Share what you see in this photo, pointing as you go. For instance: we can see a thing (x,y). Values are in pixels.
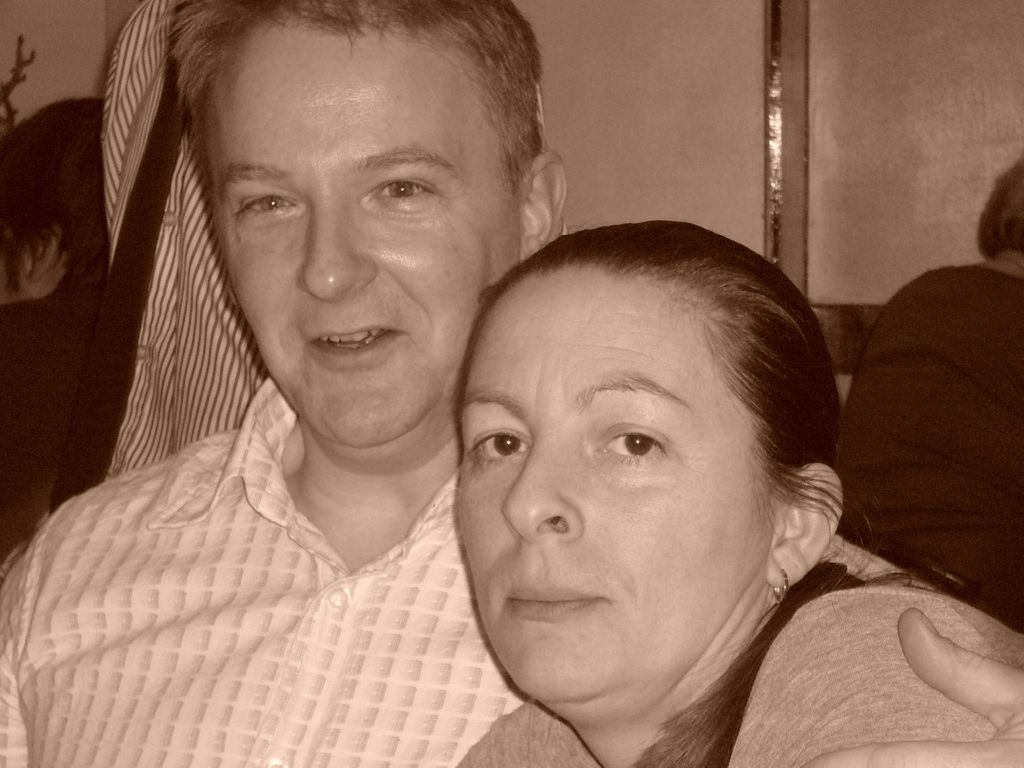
In this image I can see 2 people (470,420). There is another person (976,435) on the right (987,432).
